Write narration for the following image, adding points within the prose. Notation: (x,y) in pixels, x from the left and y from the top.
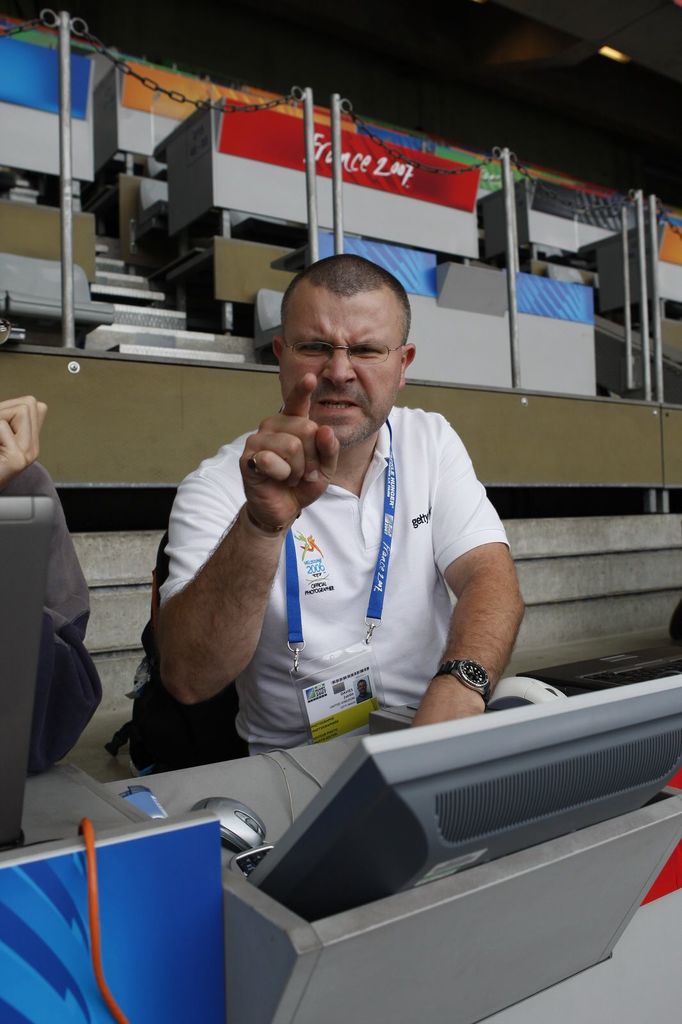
In this image I can see the computer (433,827). I can see a person (359,593). In the background (183,353), I can see the stairs (117,279). At the top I can see the light (620,58).
